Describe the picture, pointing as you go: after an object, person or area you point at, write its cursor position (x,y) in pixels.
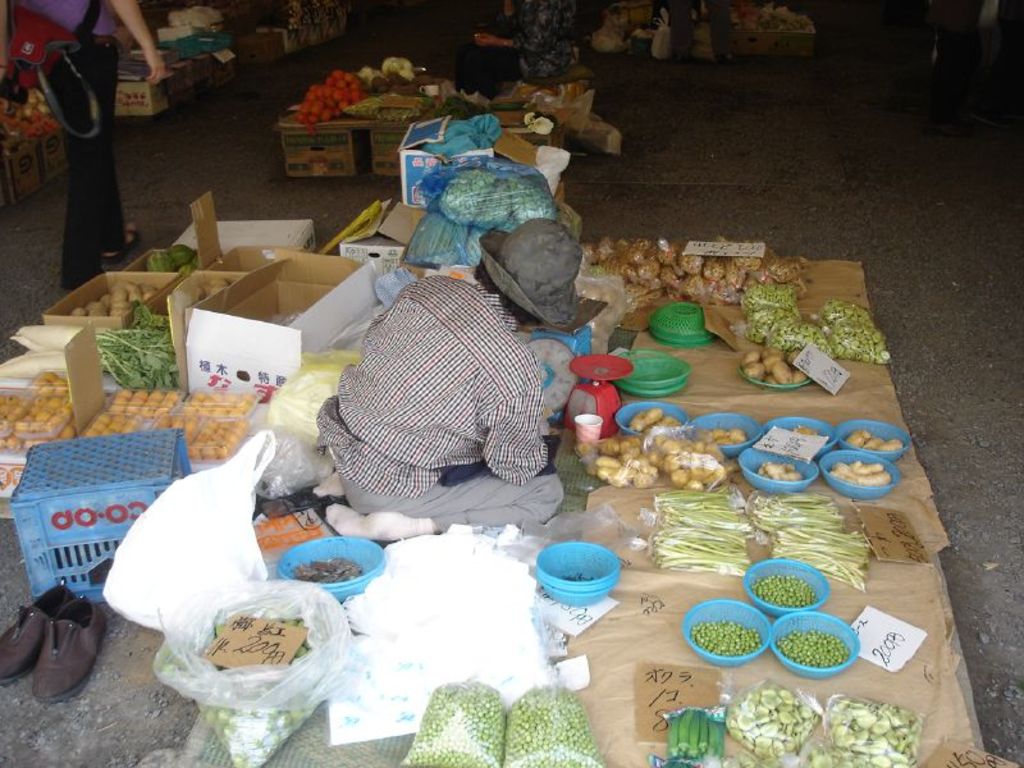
The man (470,440) in the middle of the picture (446,413) who is wearing a hat (507,278) is sitting on the floor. Beside him, we see many plastic bags (309,437) and baskets (549,570) in blue and green color. We see vegetables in the blue baskets (831,480). We see some of the vegetables (834,531) are packed in plastic covers (696,536) and price tags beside that. Behind him, we see many carton boxes (215,370) containing vegetables (108,361) and fruits (149,397). The man (91,26) on the left side (98,233) is walking. In the background (308,113), we see carton boxes (350,157) and vegetables (405,110). We even see a man (559,43) is sitting. In the background (524,73), it is dark. This picture is clicked in the market (772,405).
